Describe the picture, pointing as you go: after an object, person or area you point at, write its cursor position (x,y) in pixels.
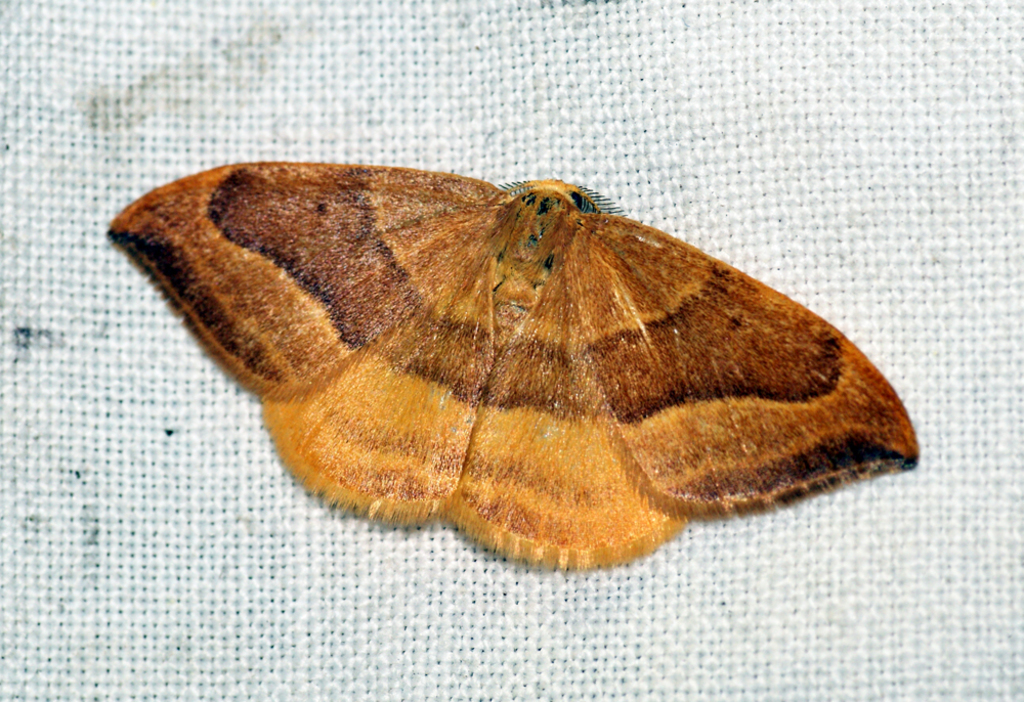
In this picture there is a brown color moth (472,463) sitting on the white color jute cloth (672,602).
